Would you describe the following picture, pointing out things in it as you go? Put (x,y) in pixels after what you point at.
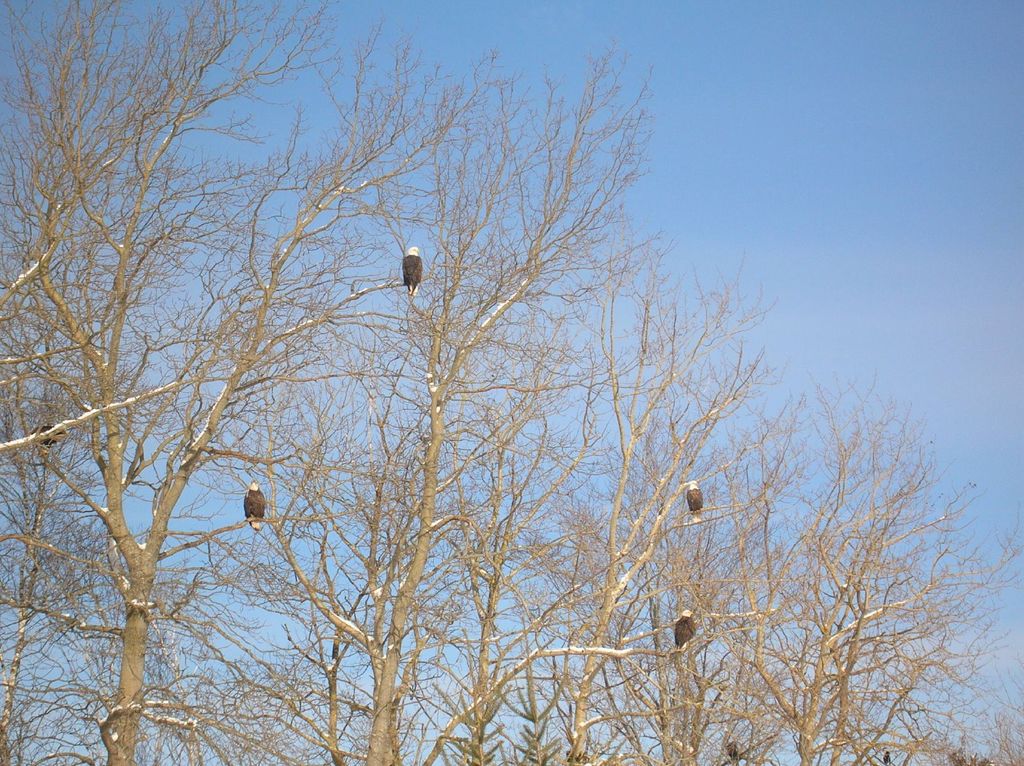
In this image we can see a few birds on the tree branch (594,649). In the background (885,444), we can see the blue color sky (738,198).
